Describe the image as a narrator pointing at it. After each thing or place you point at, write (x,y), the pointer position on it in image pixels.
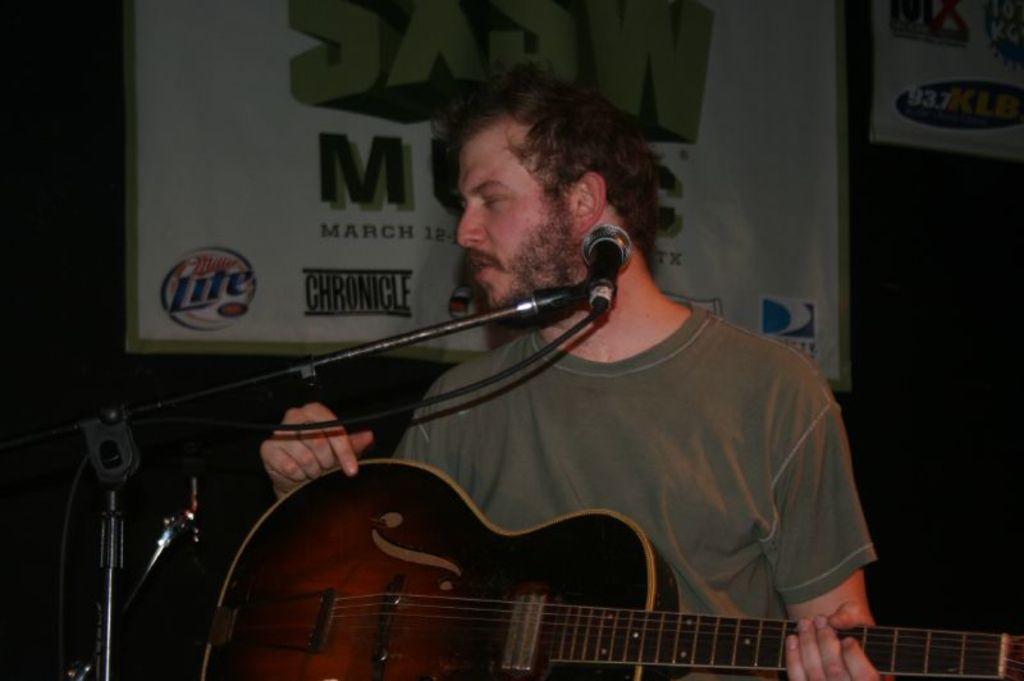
This picture shows a man (438,390) standing and holding a guitar (680,665) in his hand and we see a microphone (606,224) in front of him and hoarding (131,42) back of him.
